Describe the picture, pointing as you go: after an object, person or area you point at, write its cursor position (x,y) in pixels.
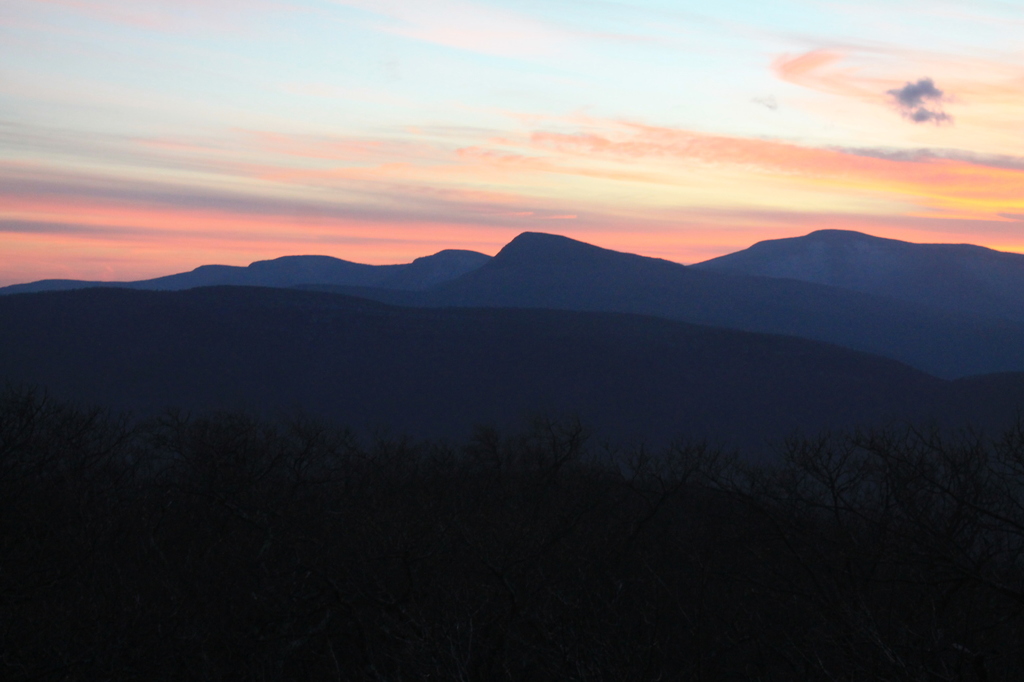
In this picture I can see trees (1017,632), there are hills (566,365), and in the background (357,91) there is the sky (556,91).
